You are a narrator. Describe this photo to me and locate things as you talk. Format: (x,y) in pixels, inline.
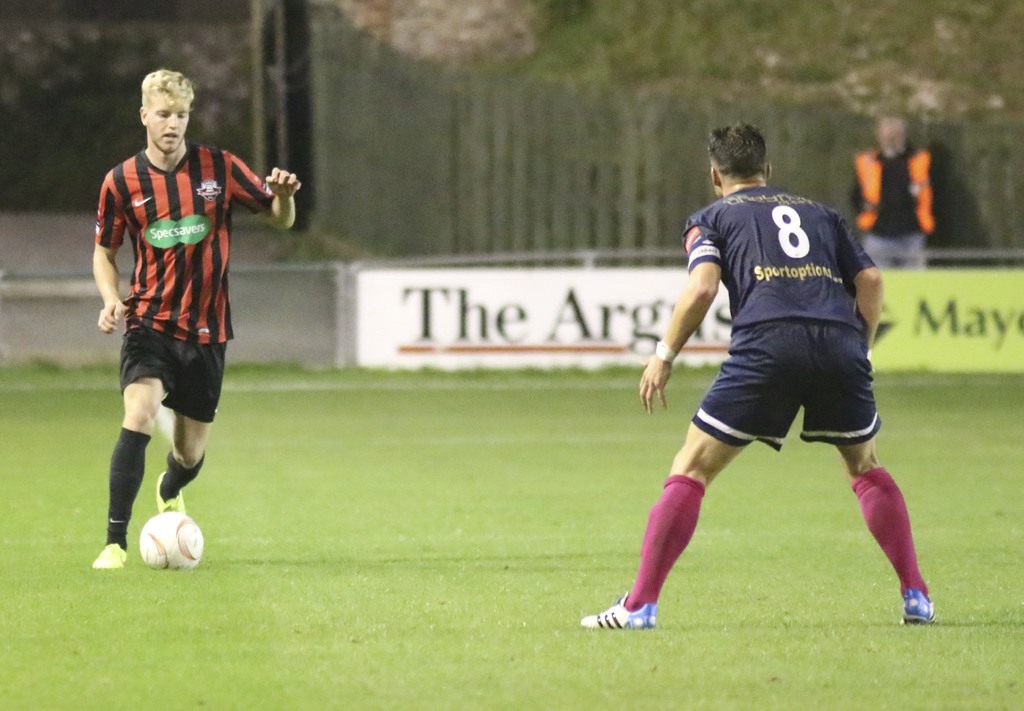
In this picture there are two men (837,444) playing a game and we can see ball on the grass (394,467). In the background of the image (622,249) there is a man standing and we can see hoardings (631,288) and fence (542,193).
